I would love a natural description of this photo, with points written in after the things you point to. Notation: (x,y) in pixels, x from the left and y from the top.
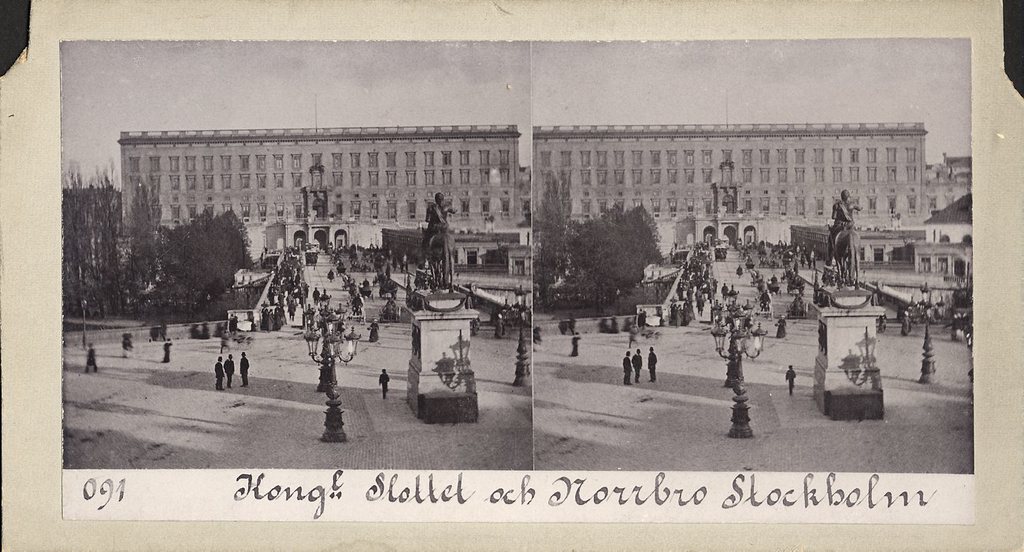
It is an old picture there are two images of the same photo kept one beside another, there is a building (757,232) and in front of the building (744,214) a lot of people (711,291) walking on the path (364,326) and in the front (458,313) there is a sculpture (459,309).
